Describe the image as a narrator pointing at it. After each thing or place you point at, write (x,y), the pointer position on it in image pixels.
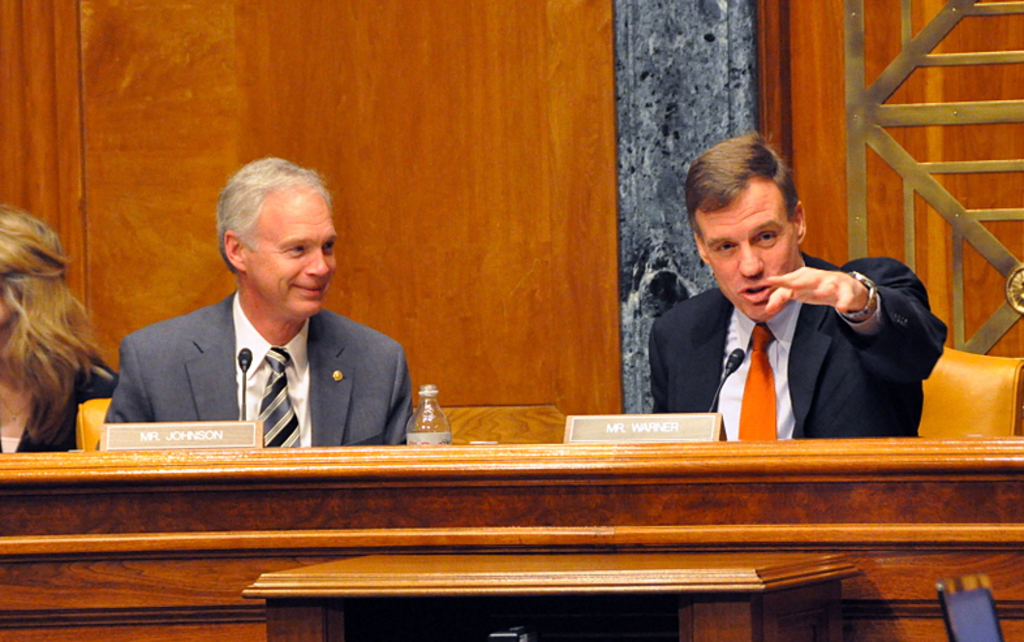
Here we can see two men (323,387) and on the left (94,374) a woman (47,387) sitting on the chair (98,408) at the table (473,486). On the table (416,451) we can see a water bottle (426,432). In the background (410,75) there is a wall (726,99). On the right (963,626) at the bottom corner (979,608) we can see an electronic device (947,614).
